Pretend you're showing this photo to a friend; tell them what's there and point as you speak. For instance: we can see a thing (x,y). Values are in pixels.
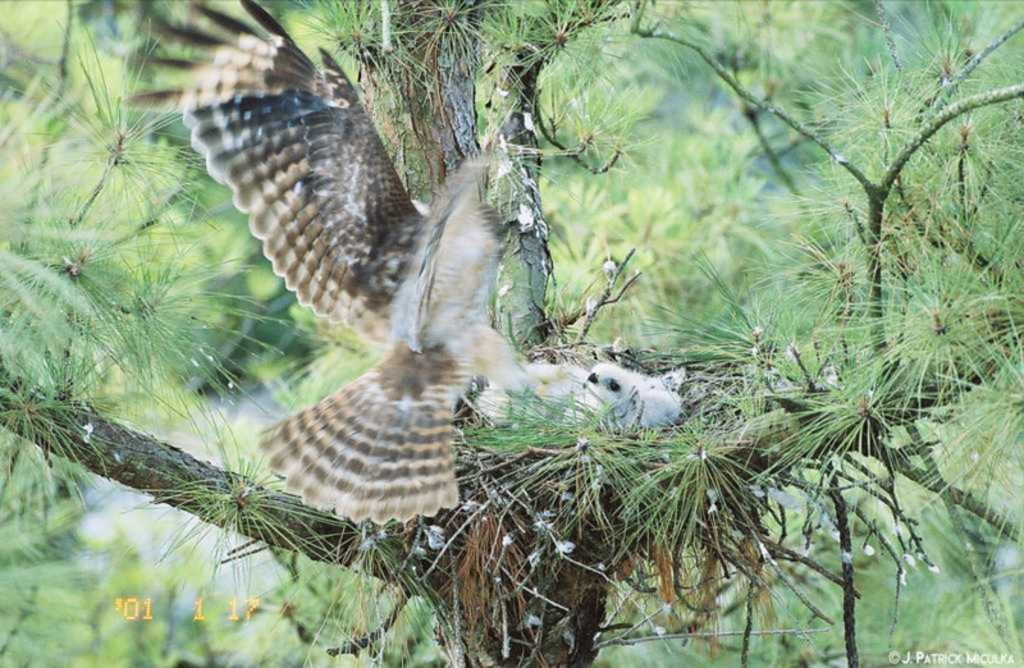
In this image I can see birds (343,440) visible on nest (571,363) and the nest (775,372) is attached the tree (450,78) and in the background (816,109) it might be look like group of trees (235,596).
